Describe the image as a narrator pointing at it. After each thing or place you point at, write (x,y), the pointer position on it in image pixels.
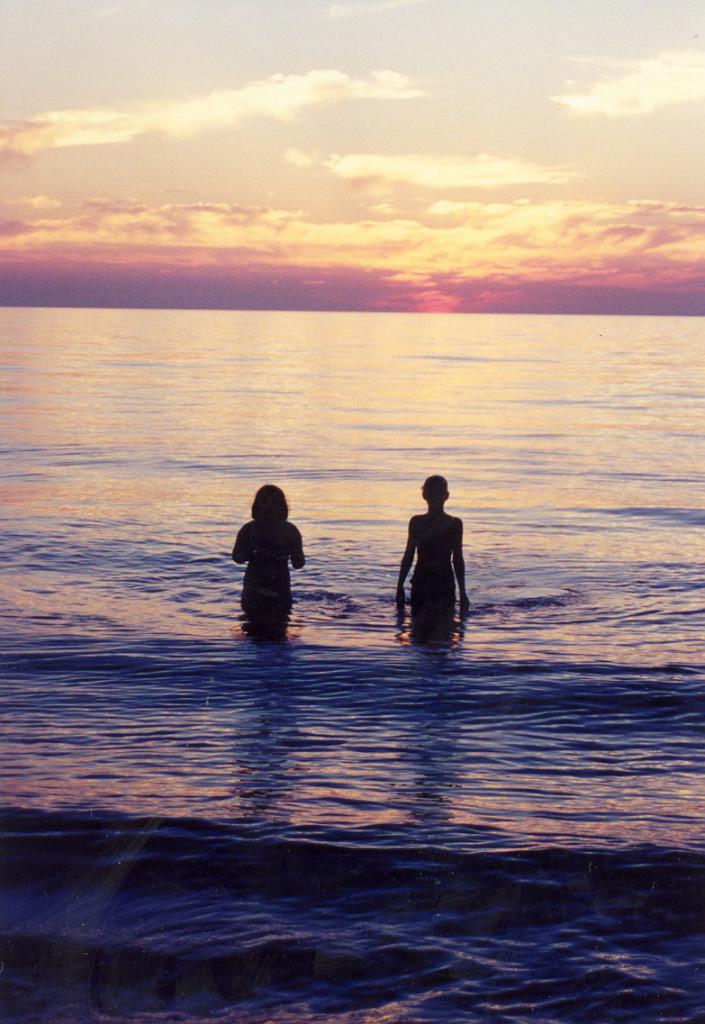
In this image we can see two persons (262,568) are standing in the water (53,456), at above here is the sky (272,247) in orange and white color.
